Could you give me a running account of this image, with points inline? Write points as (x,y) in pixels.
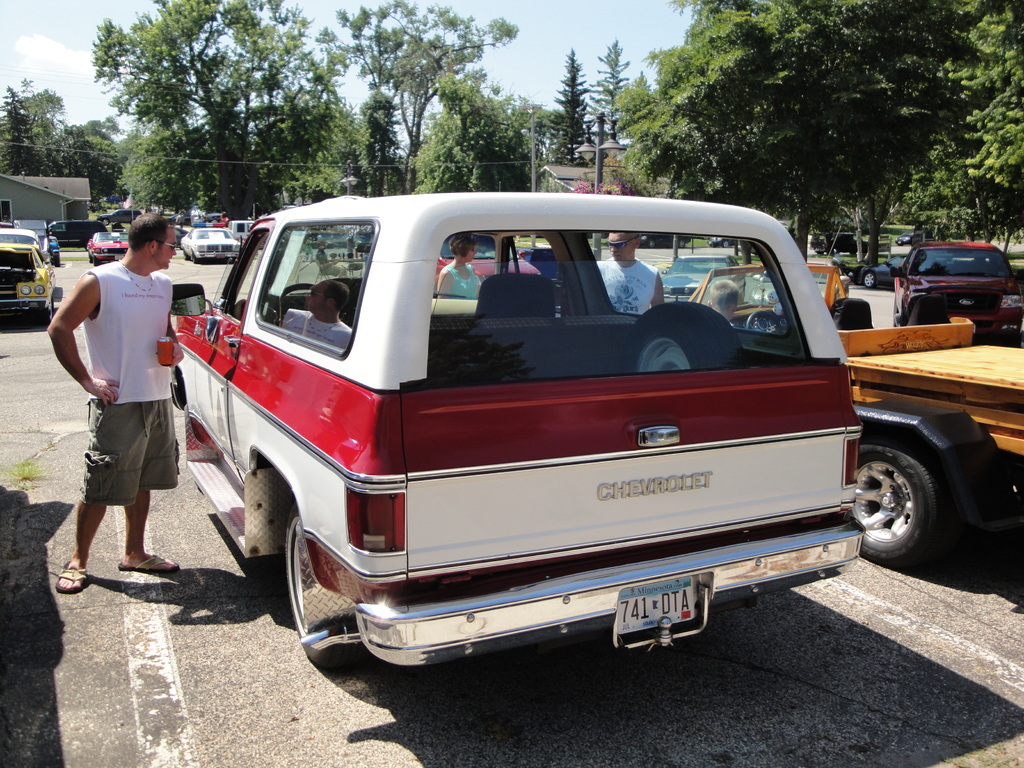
In this image there is a man (99,369) standing on the road (188,608) beside the car (381,394). In the background (9,241) there are few other cars (213,238) parked on the road (226,263). There are trees (397,80) around the cars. In between the trees (506,157) there are buildings (567,167). At the top (650,15) there is the sky (638,24).
